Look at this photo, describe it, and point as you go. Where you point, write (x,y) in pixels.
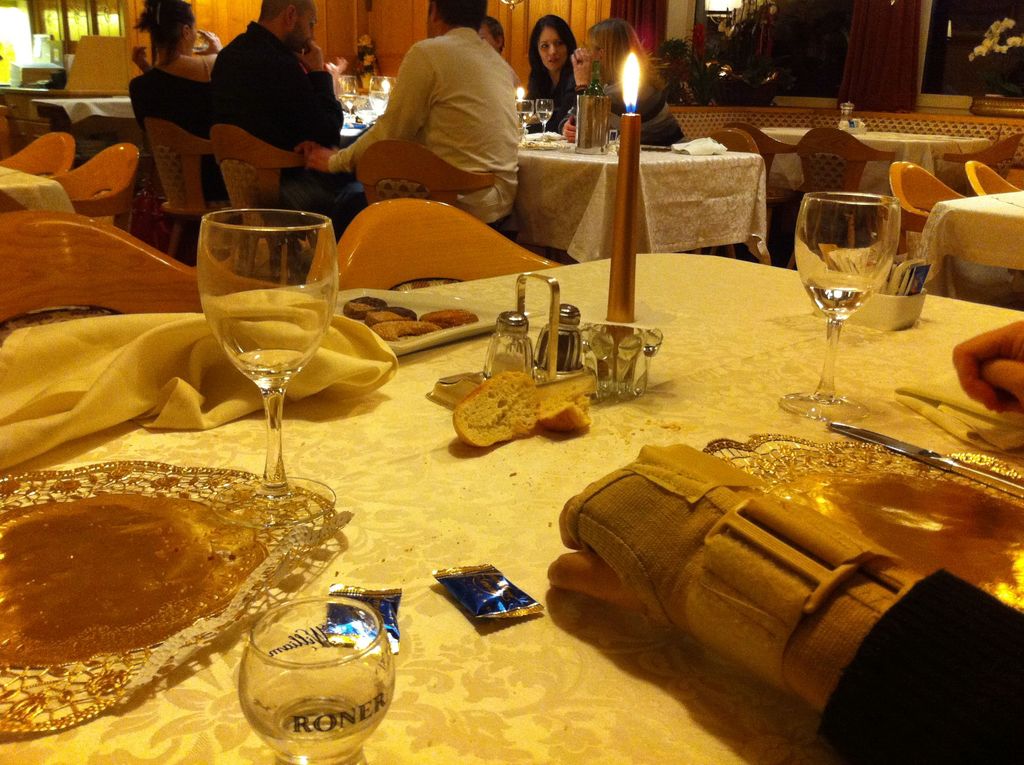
In this image I can see the table (435,480) and on it I can see few glasses (827,271), a candle (630,278), two hands (671,526) of persons (999,331), a knife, a cloth (161,374) and few other objects (497,365). In the background (218,189) I can see few persons (605,38) sitting on chairs (232,182), few tables (752,160) with few objects (528,110) on them, the brown colored wall (395,21), few flowers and few other objects (725,63).
